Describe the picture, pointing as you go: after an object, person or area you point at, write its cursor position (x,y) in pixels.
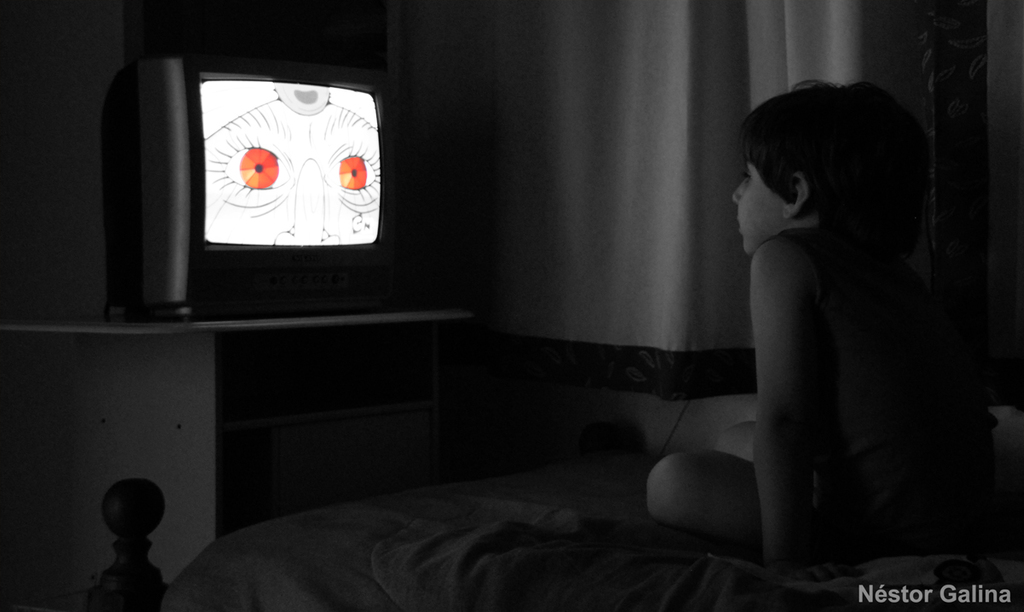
As we can see in the image, there is a child (809,519) sitting on bed (514,542) and watching television (293,172).
